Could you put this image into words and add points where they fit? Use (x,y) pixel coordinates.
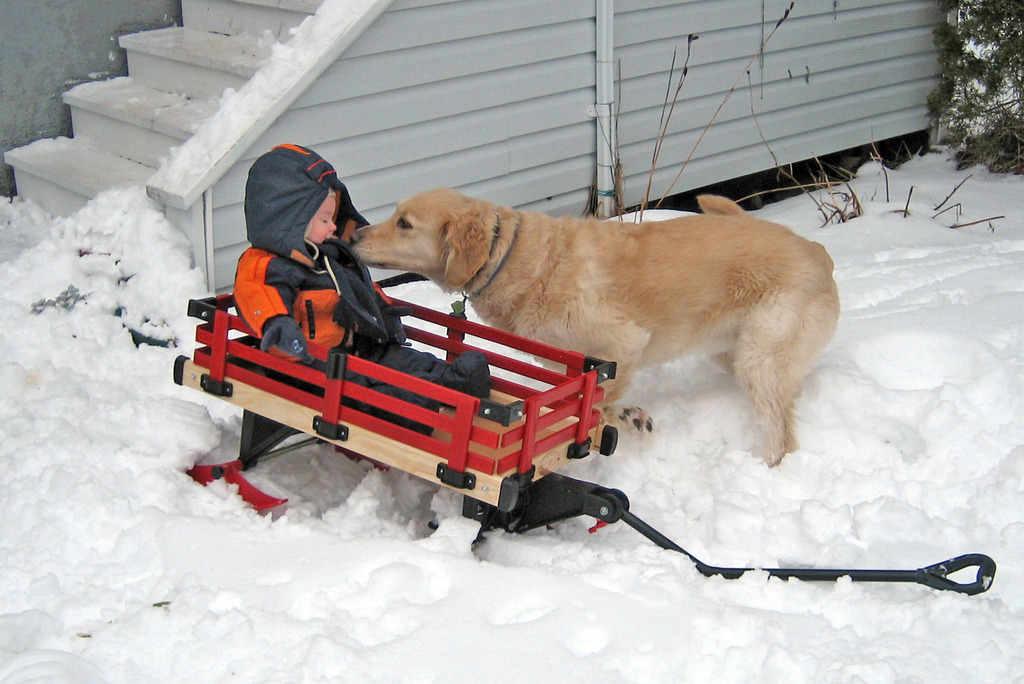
In this image we can see a kid (472,377) sitting on the trolley (469,501), there is a dog (666,288), a plant (1001,44), staircase (154,48), also we can see the snow (935,156), and the wall (900,126).
